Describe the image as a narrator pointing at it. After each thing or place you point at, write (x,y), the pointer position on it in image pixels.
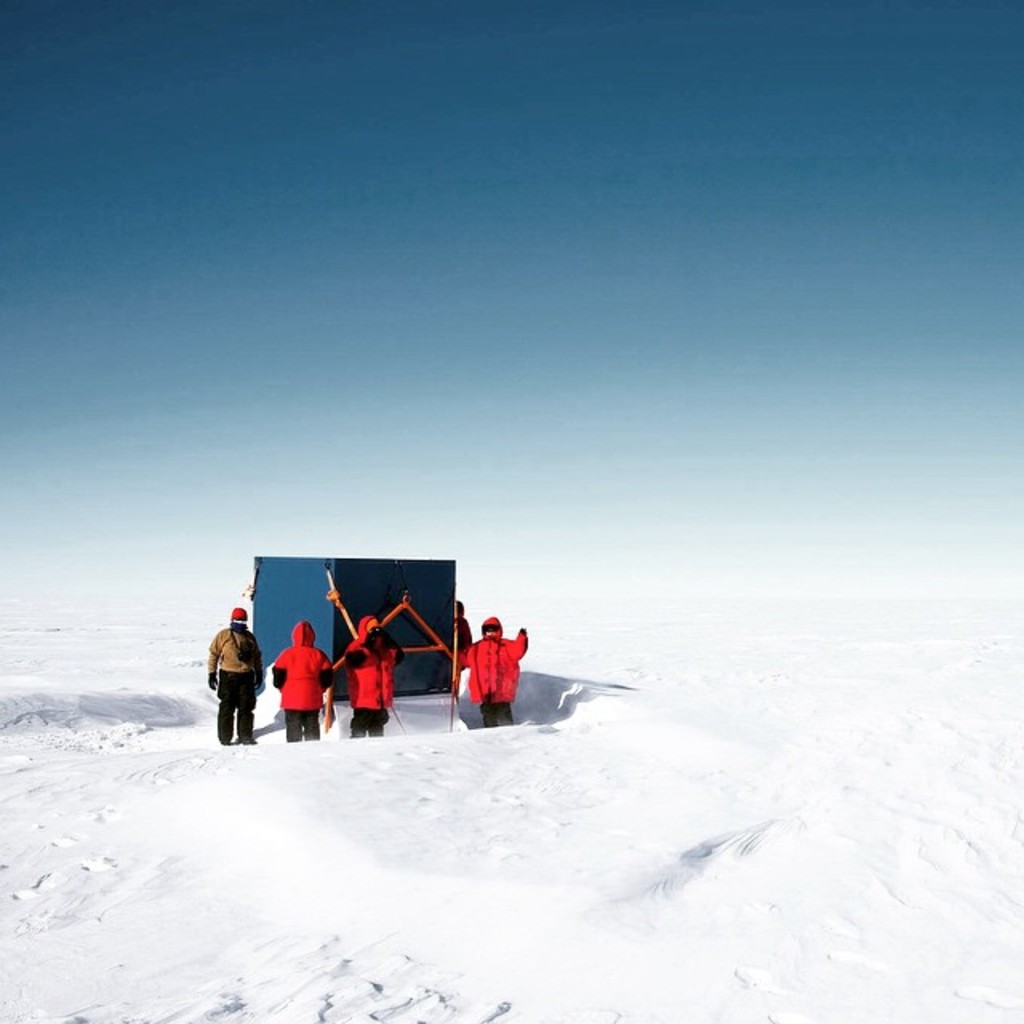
In this image there is snow land (206,718), in the middle (488,682) there are people (274,682) standing and there is a box (359,591), in the background (11,470) there is the sky (605,197).
